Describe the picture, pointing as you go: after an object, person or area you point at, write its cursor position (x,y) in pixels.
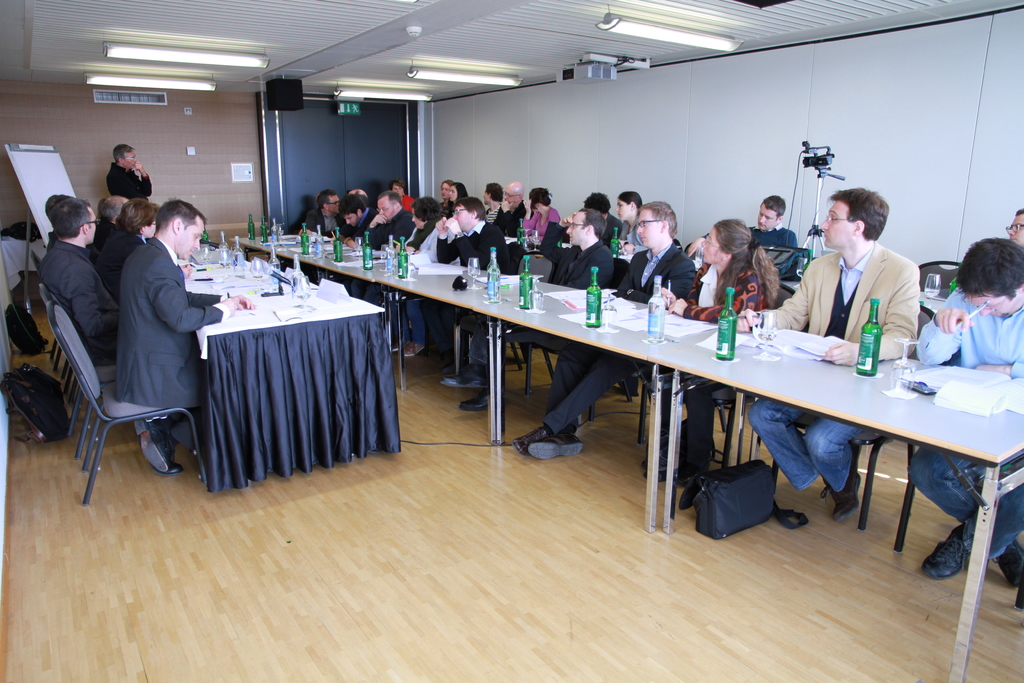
The picture is an office space (633,446). In the picture there are lot employees (411,228) seated in the chairs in front of the tables (503,308). In the center of the image (404,243) on the table (995,441) there are many bottles (652,318), papers (638,311) on the tables (747,345). Floor (453,545) is wooden one. On the right (744,504) there is a backpack (712,503) and on left corner (27,382) also there are two backpacks (34,332). In the top left (49,178) in the background (45,181) there is a board (48,194) in the background (132,180) there is a man (130,179) standing. In the right (809,152) there is a camera (823,163) in the background (277,87) in the middle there is a speaker (284,91) and sign boards (345,104) and projector (588,75) also and to the ceiling (423,42) there are lights (87,81). In the middle (348,372) there is black color curtain (312,380) to the table (264,310). Many many men (152,298) wore suits (182,301).
